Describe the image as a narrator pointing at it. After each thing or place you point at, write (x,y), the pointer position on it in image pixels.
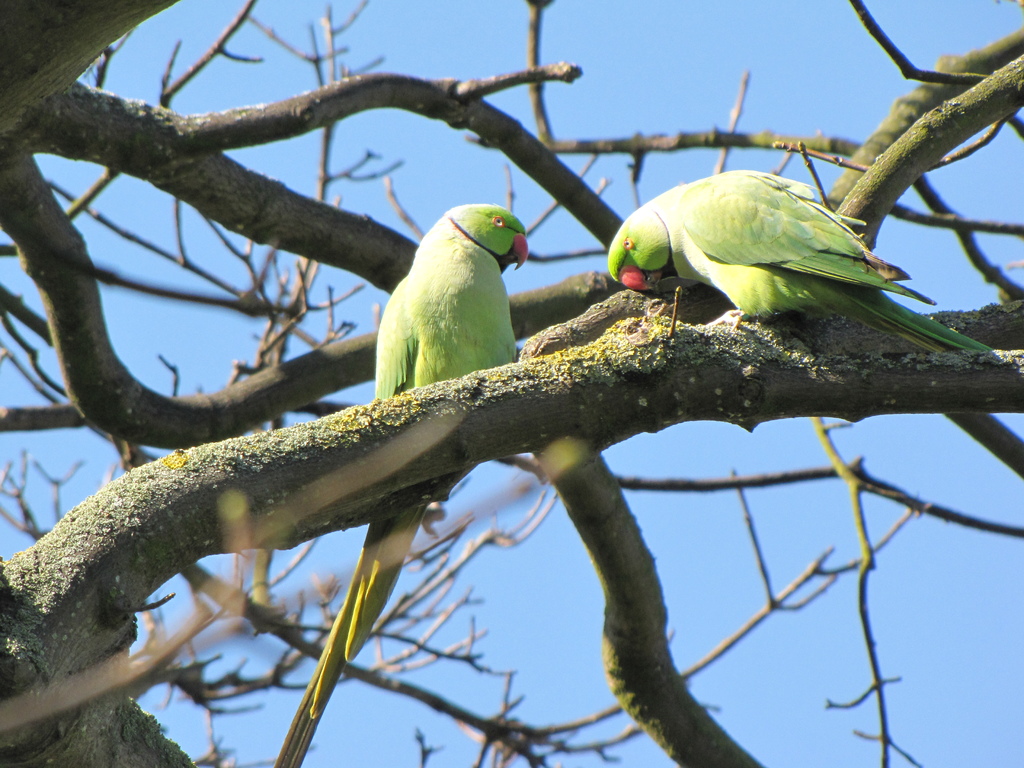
In the background (502,645) we can see the sky (588,73). In this picture we can see the branches (371,358) and parrots (852,300).
